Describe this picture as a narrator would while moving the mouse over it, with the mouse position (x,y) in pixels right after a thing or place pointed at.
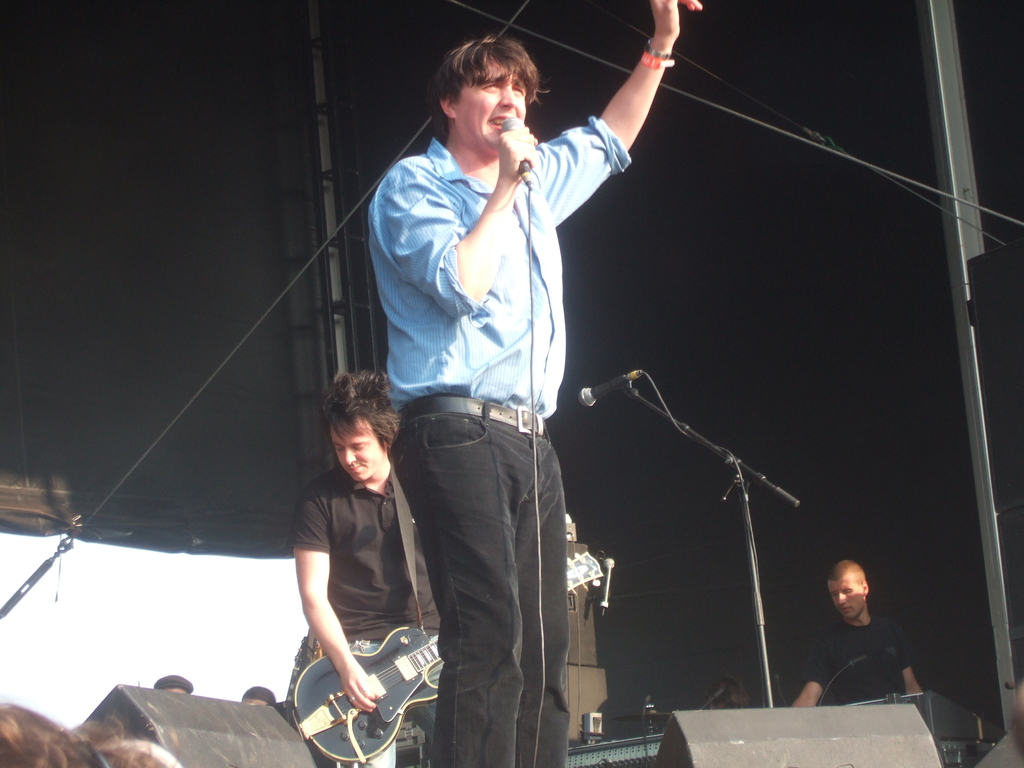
In the image there is a man (511,255) standing and holding a microphone (528,173) for singing, in background (389,456) there is a black color shirt man (352,541) playing a guitar (387,701) and we can also see a microphone (600,397) and a person (822,657) in background (822,646).
